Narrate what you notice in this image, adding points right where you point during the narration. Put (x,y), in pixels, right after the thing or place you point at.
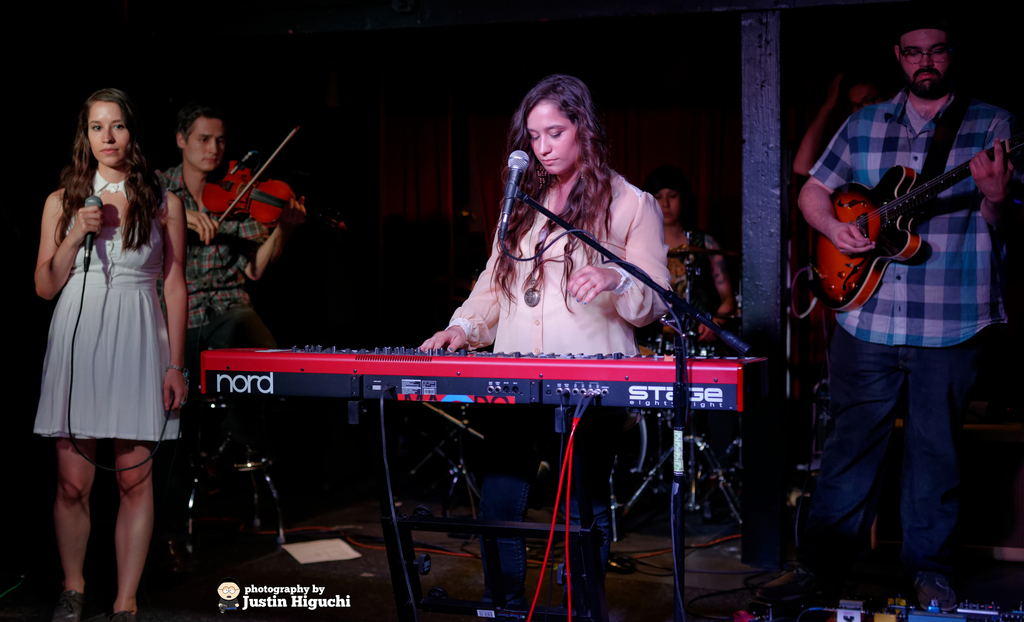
There is a music band (590,292) in this picture in which most of them are playing a musical instrument (890,210) in their hands (590,285). One of the woman (128,276) is singing, holding a mic (87,241) in her hand (77,232). Another woman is having a mic (513,206) and stand (677,517) in front of her. In the background (691,281) there is a person (681,213) sitting. We can observe a curtain (672,141) here.
